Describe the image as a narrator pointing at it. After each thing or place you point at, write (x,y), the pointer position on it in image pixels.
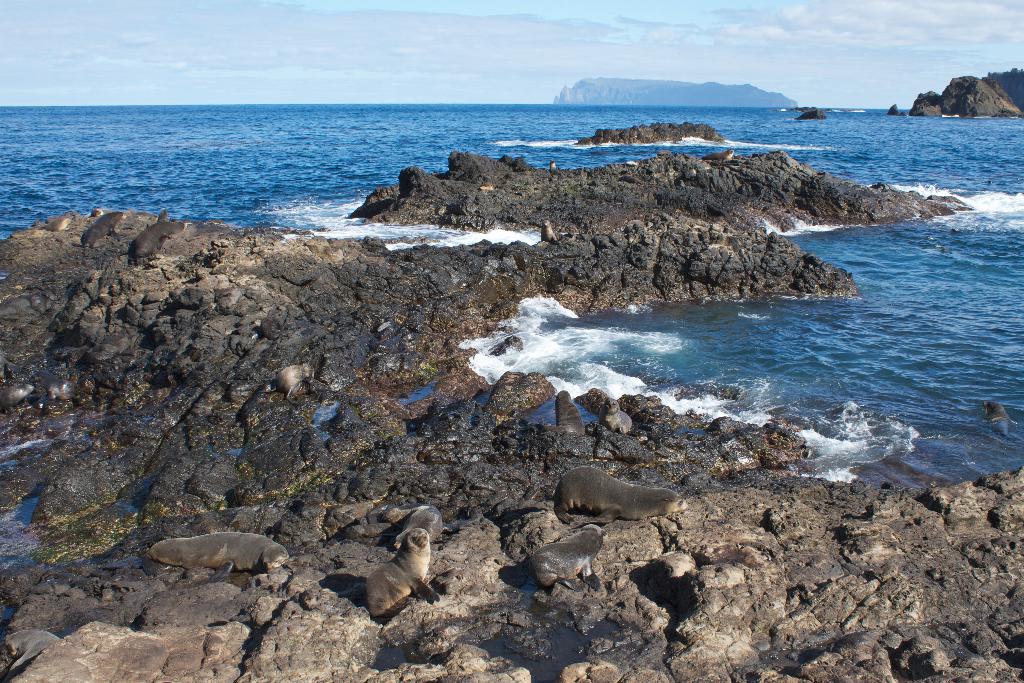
There are seals (202,555) on the rocks (530,504) near water (804,141) of the ocean (848,118). In the background (661,132), there are rocks (940,107), there is a mountain (734,92) and there are clouds (317,54) in the blue sky (199,70).
